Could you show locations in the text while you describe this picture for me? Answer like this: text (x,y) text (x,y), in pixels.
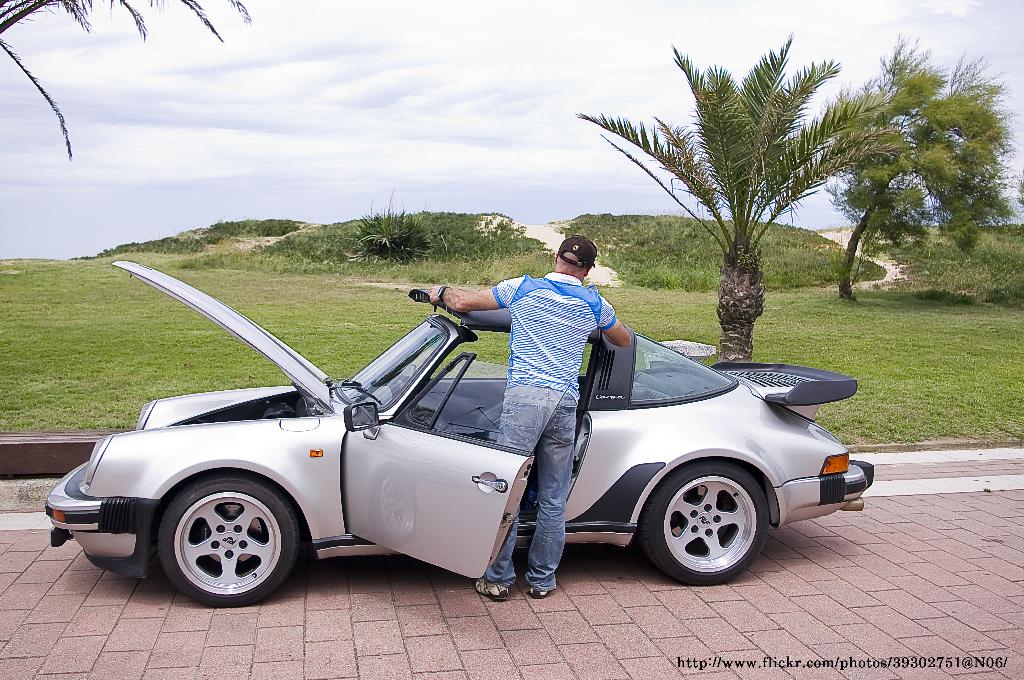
The man (558,355) in the blue shirt (547,349) and blue jeans (544,395) who is wearing a black cap (589,249) is standing beside the car (383,432). Behind that, there are trees (730,271) and we see the grass (859,316). At the top of the picture (325,161), we see the sky (463,126).
